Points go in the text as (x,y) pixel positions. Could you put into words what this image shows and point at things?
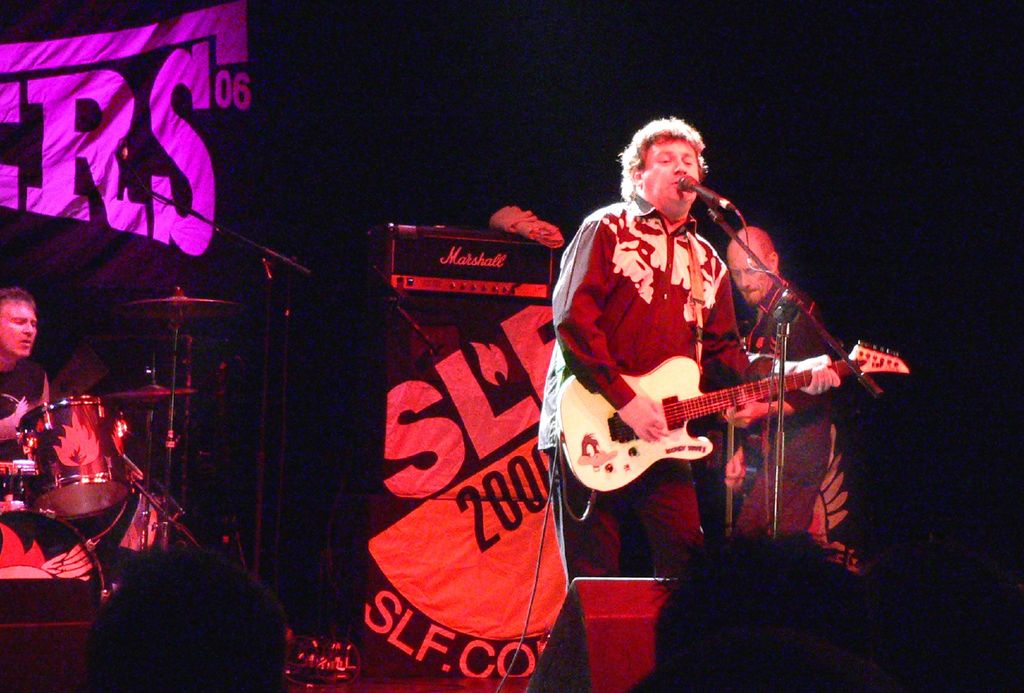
Background (1005,46) is very dark. Here we can see two persons (812,390) standing in front of a mike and playing guitar (681,423). One man (29,308) is sitting and playing drums (93,462).
